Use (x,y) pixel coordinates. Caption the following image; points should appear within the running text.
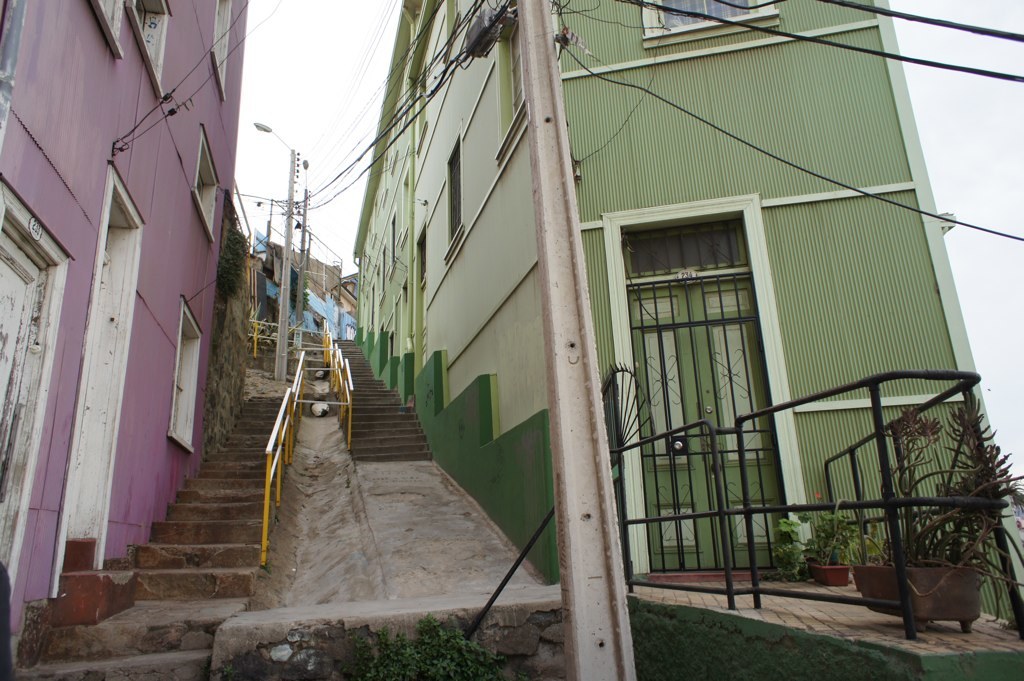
In this image we can see few buildings (621,103) with doors (128,293) and windows (656,0) and there are some potted plants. We can see few power poles (305,199) and street lights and we can see two staircases (338,346) and at the top (253,109) we can see the sky (253,109).
